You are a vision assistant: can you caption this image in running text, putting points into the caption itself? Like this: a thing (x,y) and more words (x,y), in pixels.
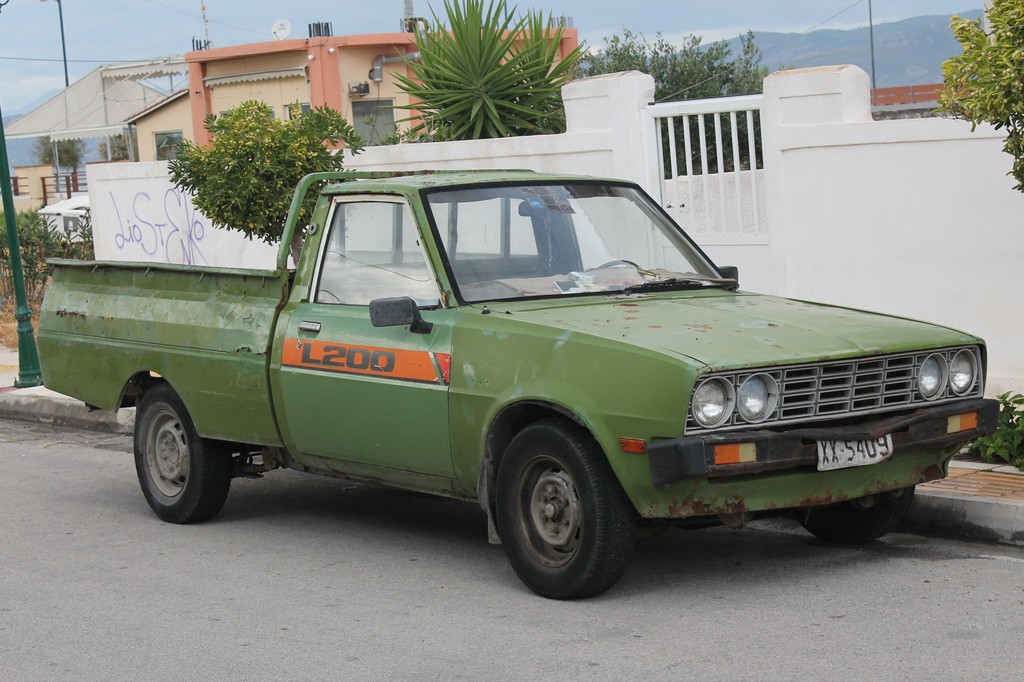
In the foreground of the picture (474,360), there is a truck (448,395) side to a road (425,524). Behind it, there is a white wall (825,187), few trees (483,133) and plants (1017,446). On the left (6,176), there is a green color pole (24,342). In the background (289,65), there are few buildings (317,100), trees (652,64), mountains (961,14) and the sky (169,18).
